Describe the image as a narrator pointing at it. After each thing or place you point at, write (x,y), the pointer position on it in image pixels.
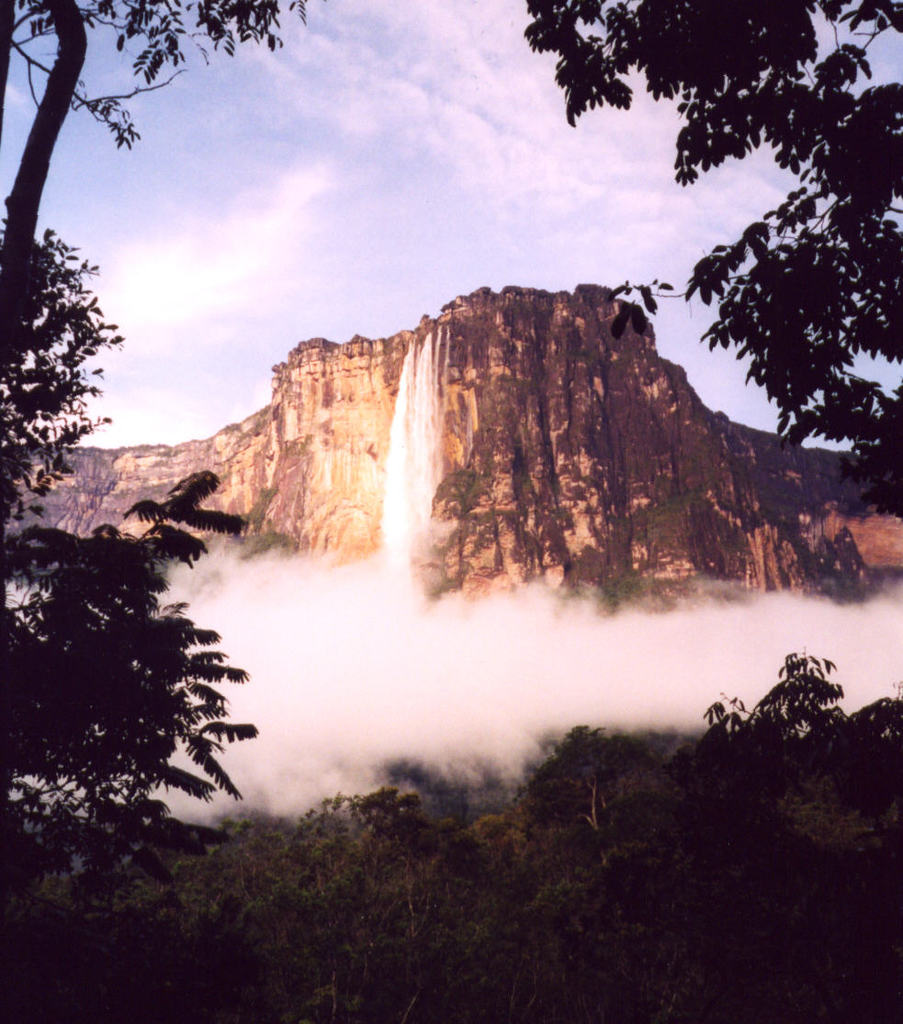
In this image we can see the hill (439,385) with the water flow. We can also see a group of trees (887,343) and the sky (505,234) which looks cloudy.
